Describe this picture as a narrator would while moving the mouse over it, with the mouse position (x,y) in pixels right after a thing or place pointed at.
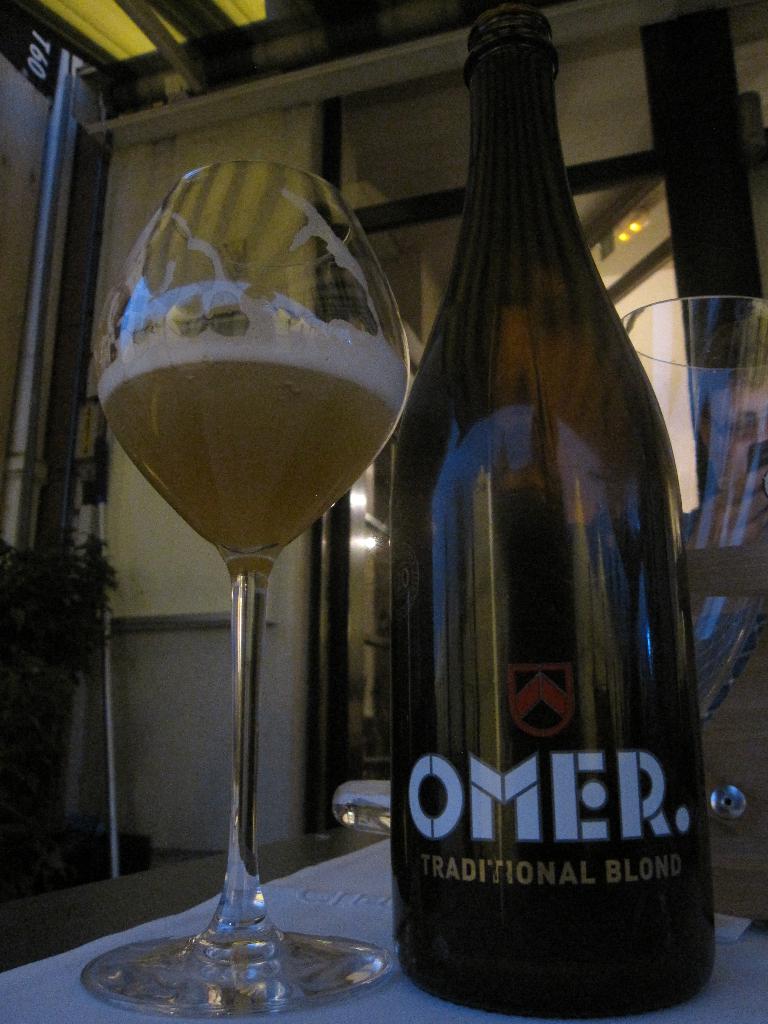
This is the picture of a table (15,952) on which there is a glass (321,454) and a bottle (526,48).
